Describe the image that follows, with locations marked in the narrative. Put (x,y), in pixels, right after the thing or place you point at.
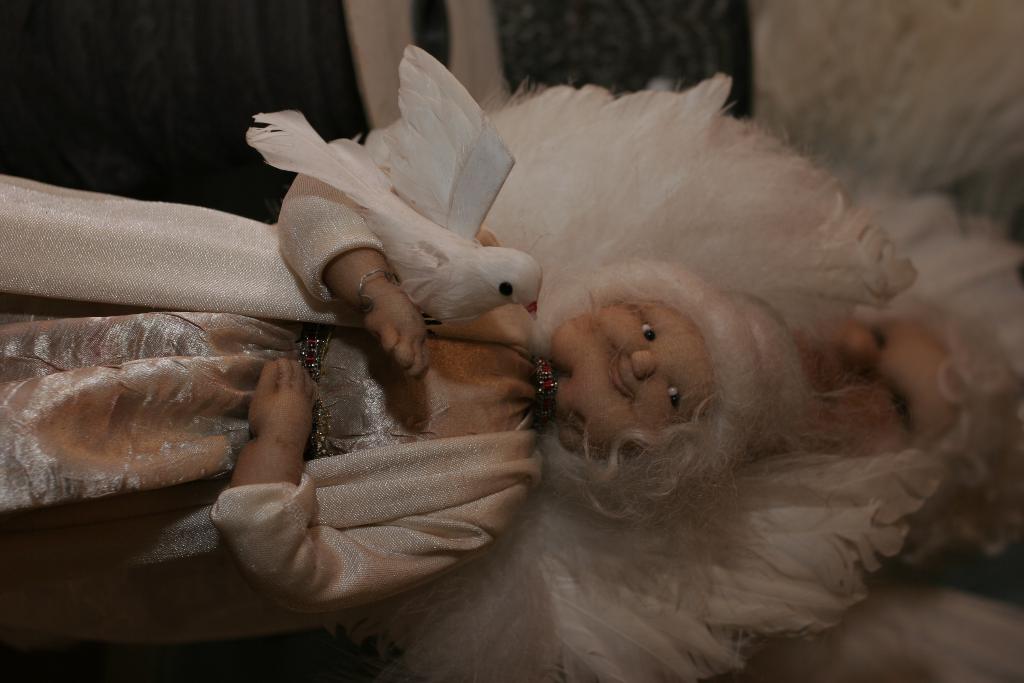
This picture contains a small doll (388,429) and a big doll (919,406). In the middle of the picture (441,261), we see a bird (461,229) in white color. In the background (926,69), we see a white wall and it is blurred in the background (813,109). In the left top of the picture (322,36), it is black in color.
